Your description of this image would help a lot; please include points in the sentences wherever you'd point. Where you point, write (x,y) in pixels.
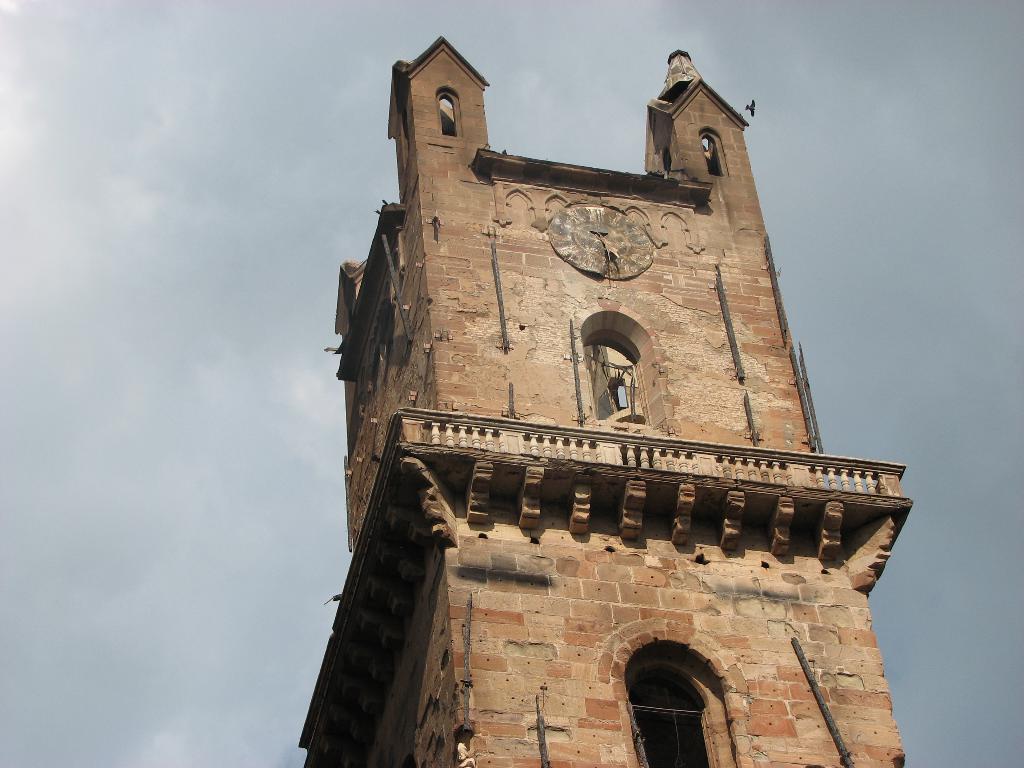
There is a clock tower (548,546) in the middle of this image (574,398) and the sky (245,380) is in the background (227,458).
